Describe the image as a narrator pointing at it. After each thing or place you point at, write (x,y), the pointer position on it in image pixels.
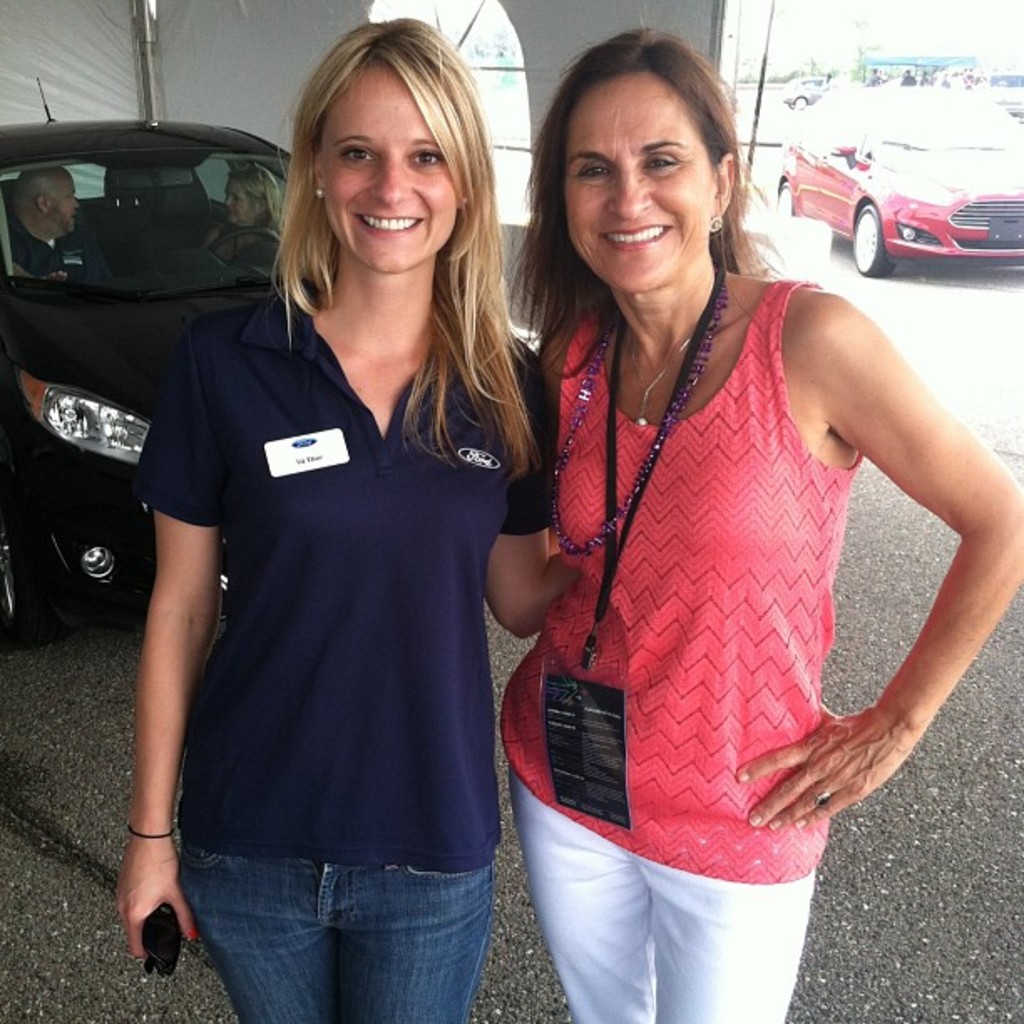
Two woman (411,80) are posing to camera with a car (96,242) in their background (116,320).
